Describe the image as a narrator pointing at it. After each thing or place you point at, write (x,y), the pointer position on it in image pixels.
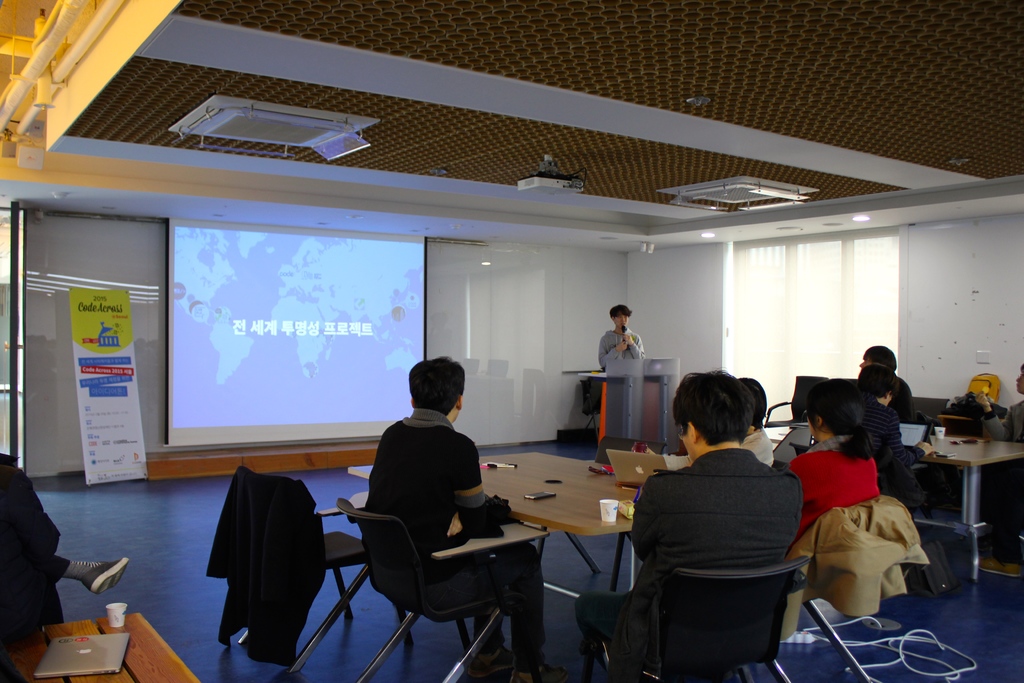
This is a picture taken in a seminar hall (576,529), there are a group of people (859,453) sitting on a chair (677,593) in front of the people (772,463) there is a table (550,500) on the table (611,495) there is a pen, glass (606,514) and laptop (645,464) and there is a man (616,354) standing behind the podium (637,395) the man (621,335) is holding the microphone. Background of this people (458,439) there is a projector screen (301,325), banner (108,378) and a wall (523,304) which is in white color. On top of them there is a roof (453,80) with a projector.
